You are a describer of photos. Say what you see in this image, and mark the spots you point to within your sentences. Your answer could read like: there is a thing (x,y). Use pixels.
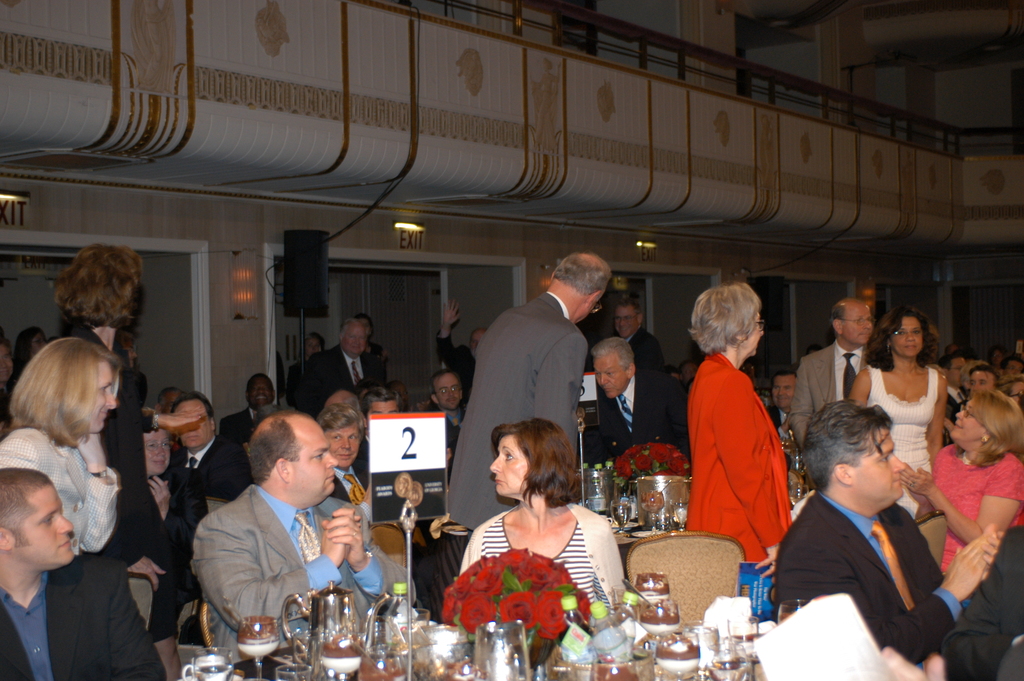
In this image there are so many tables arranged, there are a few people (257,502) standing and sitting in front of the tables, on the tables (389,643) there are food items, glasses (642,621) and a few other objects (550,621). In the background (806,197) there is a wall (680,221), in front of that there is a speaker (309,314).
